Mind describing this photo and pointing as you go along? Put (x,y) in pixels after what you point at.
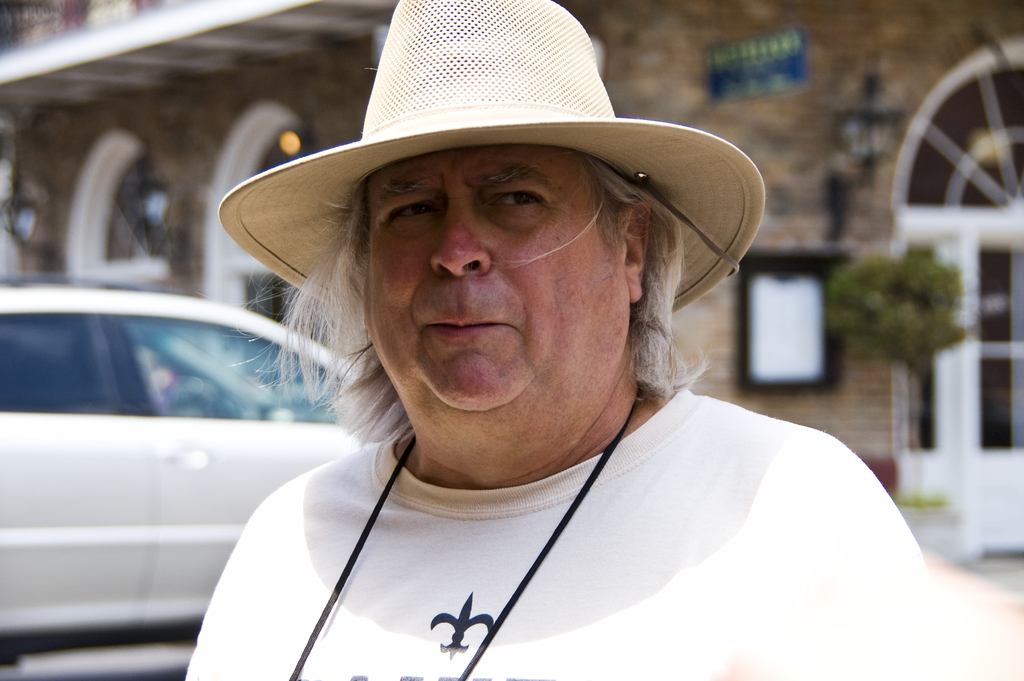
In this picture there is a man (488,540) wearing white color t-shirt (489,556), and cow boy cap (509,57), he is standing in the front of the camera and giving a pose. In the background (147,119) there is a brown color house (901,229).
